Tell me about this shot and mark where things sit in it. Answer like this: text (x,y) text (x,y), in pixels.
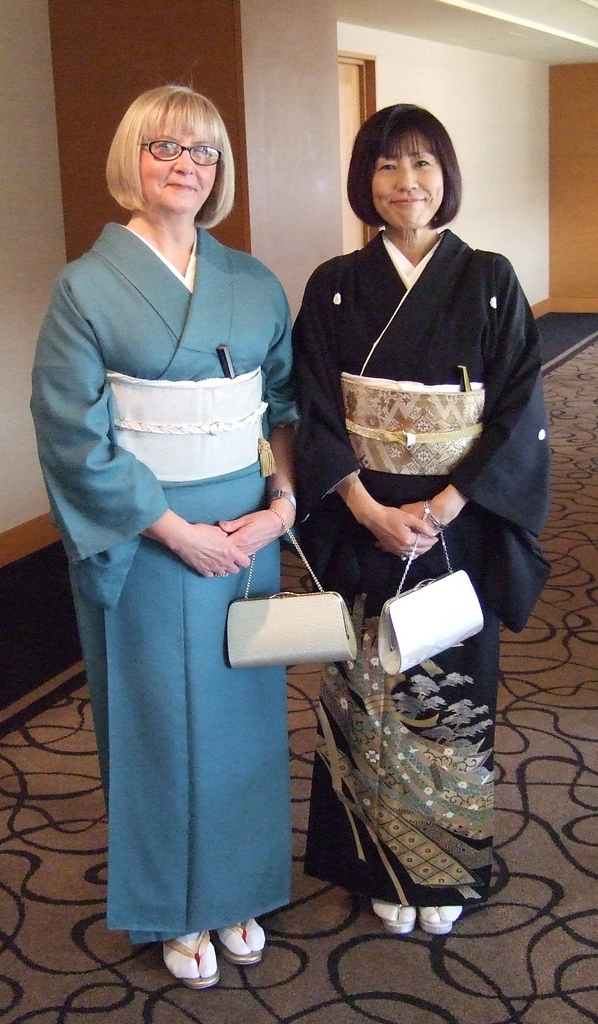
In this picture there two women (136,737) standing and smiling and they have two handbags (304,648) in the backdrop (118,111) there is a wall (180,34) and is a door (357,70).
